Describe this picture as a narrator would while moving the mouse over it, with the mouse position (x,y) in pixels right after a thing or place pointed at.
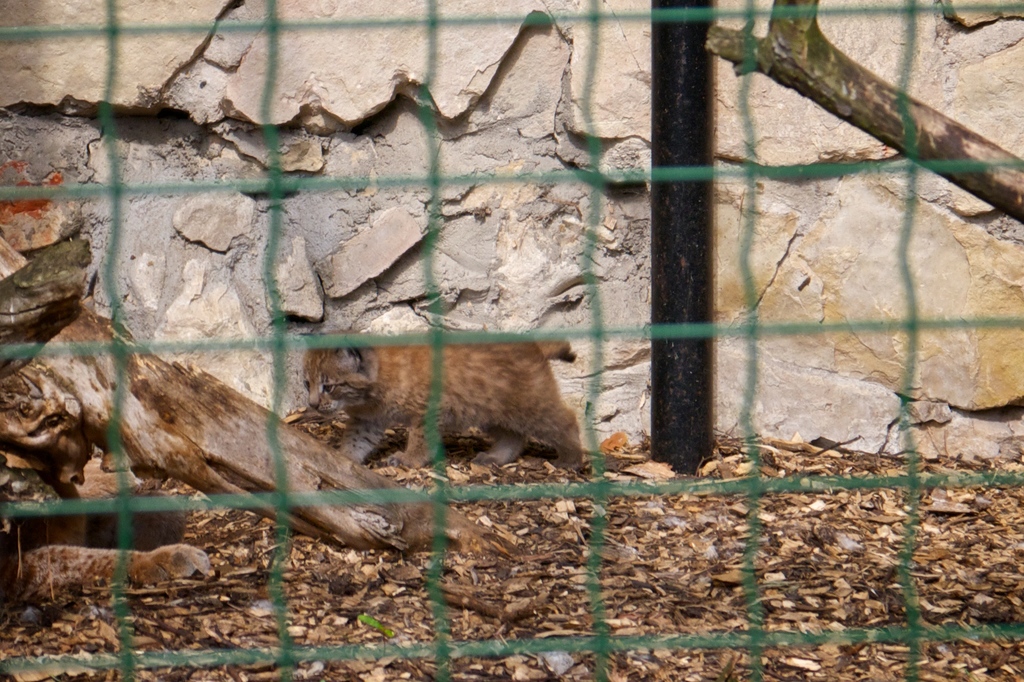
In this image we can see a mesh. In the back (579,454) there is an animal (442,395). Also there is a wooden piece (143,407). In the background (228,230) there is a wall (817,251). Also there is a pole (690,255).
